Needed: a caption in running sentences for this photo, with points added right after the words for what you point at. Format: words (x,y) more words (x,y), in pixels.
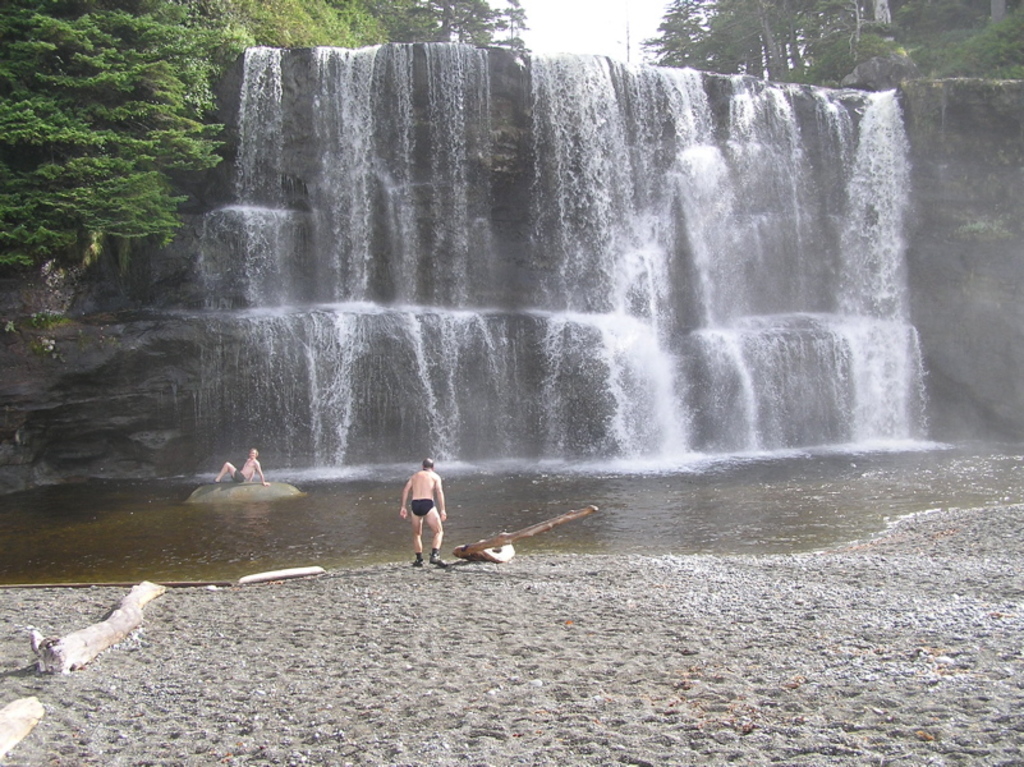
In the center of the image (560,321) we can see water falls (446,246), rocks (303,196), trees (89,165) are there. At the bottom of the image (372,583) we can two persons (227,470), logs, ground (505,632) are there. At the top of the image (616,27) there is a sky (612,39).
